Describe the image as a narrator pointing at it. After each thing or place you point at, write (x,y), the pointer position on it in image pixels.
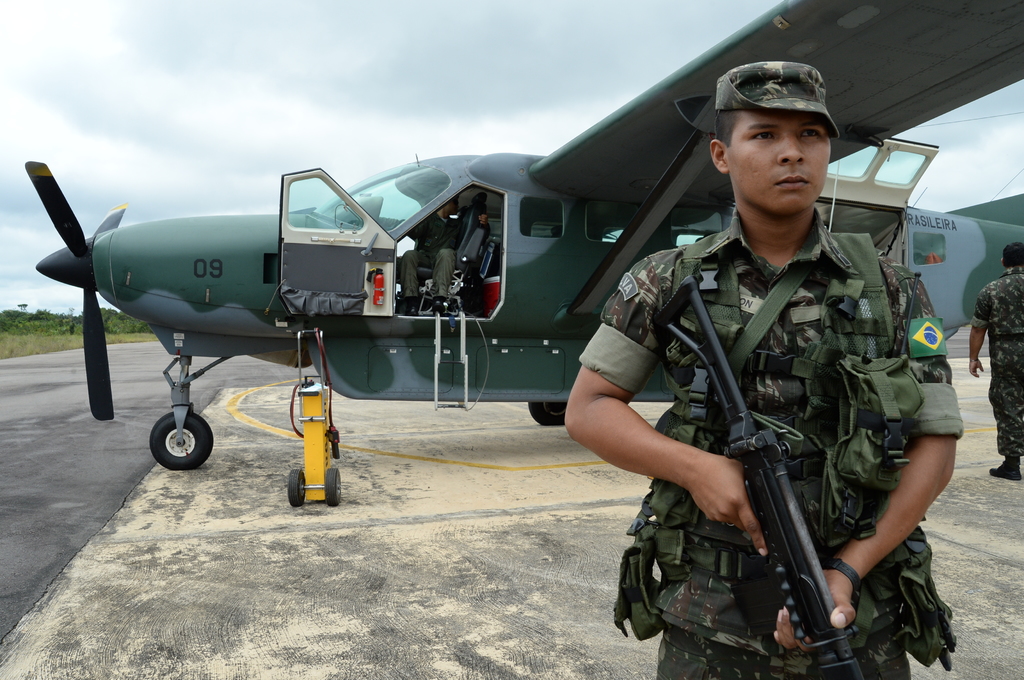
There is a person (446,233) sitting on a seat (469,232) of a aircraft (427,194), which is on the runway (419,414), near two persons (722,266) who are standing on the runway (93,573). In the background (41,352), there are trees (40,319), there is a grass (75,338) on ground (76,339), there are clouds (20,100) in the sky (238,17).
